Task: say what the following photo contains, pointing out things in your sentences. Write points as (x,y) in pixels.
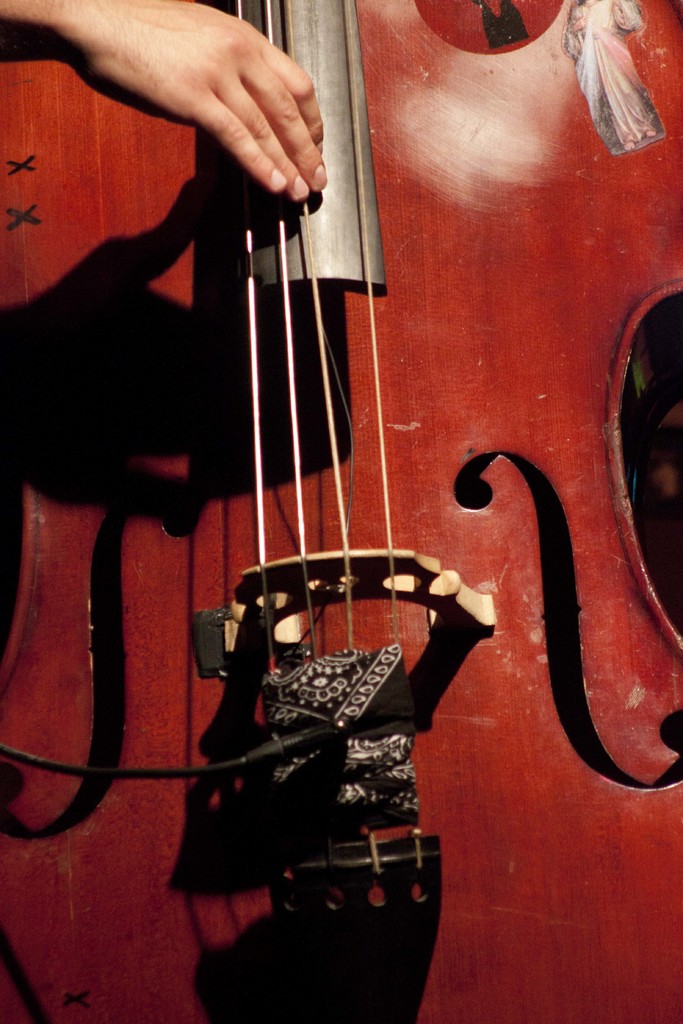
In this picture we can see a musical instrument (568,876). In the top left corner (125,38) we can see a person hand (164,60).
